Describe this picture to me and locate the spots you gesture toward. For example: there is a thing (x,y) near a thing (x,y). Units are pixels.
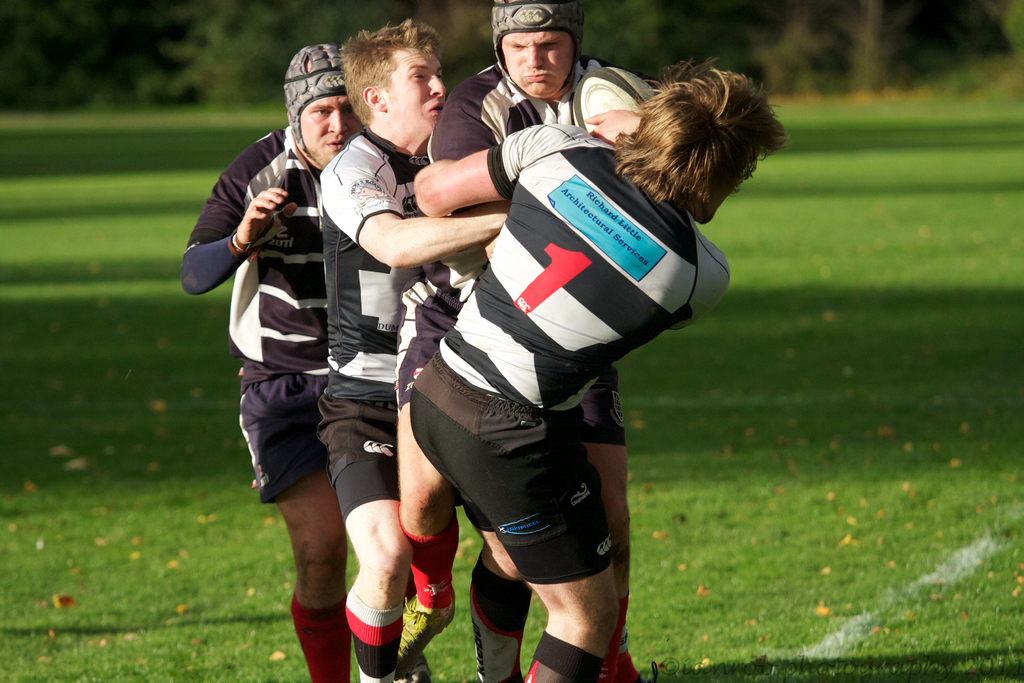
In this image there are 4 persons (248,299) standing and fighting for the ball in the ground (813,454).
